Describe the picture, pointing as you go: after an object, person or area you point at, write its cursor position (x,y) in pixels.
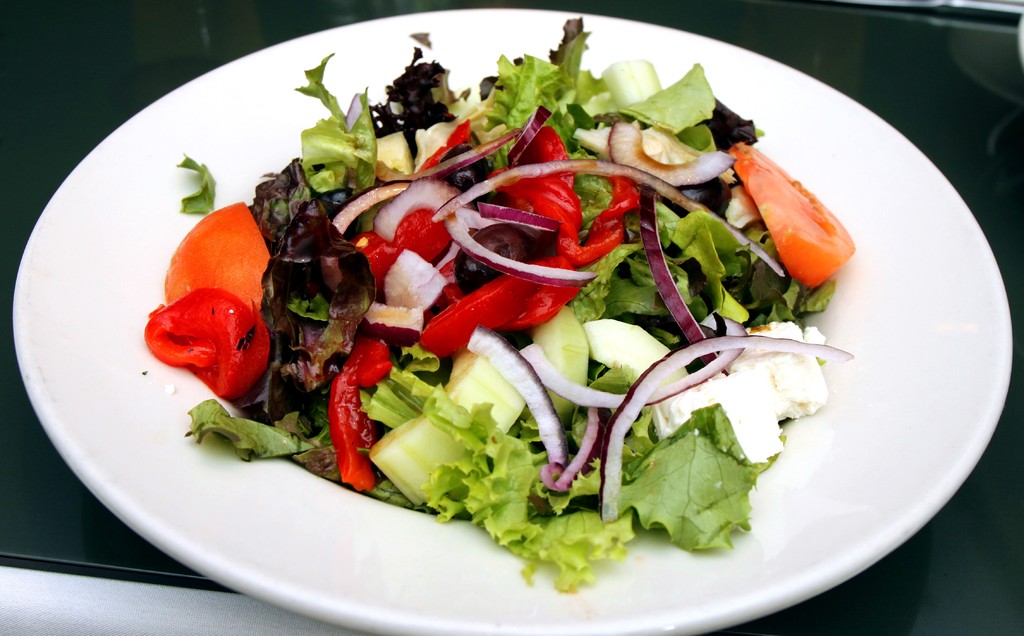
In the picture I can see food items (492,308) on a white color plate (353,87). This plate (353,540) is on a black color surface (1023,171).
